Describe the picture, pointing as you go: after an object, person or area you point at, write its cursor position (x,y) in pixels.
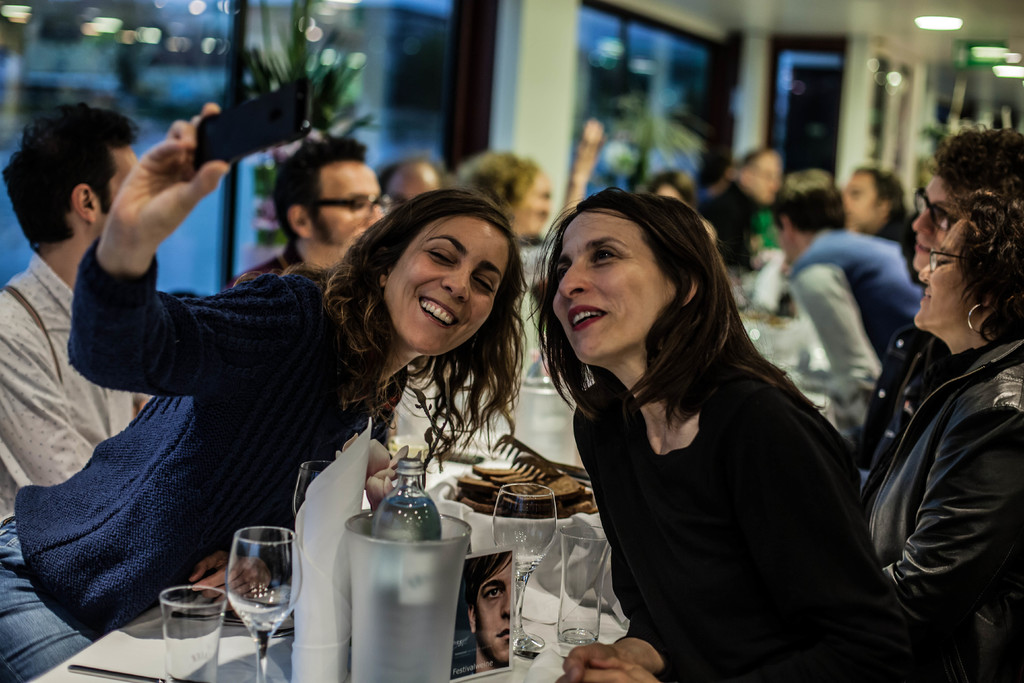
In this picture there is a table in the center of the image (487,451) and there are people (980,196) on the right (980,302) and left side of the image (66,141), there are glass doors (629,78) at the top side of the image (34,42) and there are other tables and people (871,176) in the background area of the image (854,207), table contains glasses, bottles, tissues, and food items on it, there are two girls (621,467) in the center of the image (600,255), they are taking a photo.
